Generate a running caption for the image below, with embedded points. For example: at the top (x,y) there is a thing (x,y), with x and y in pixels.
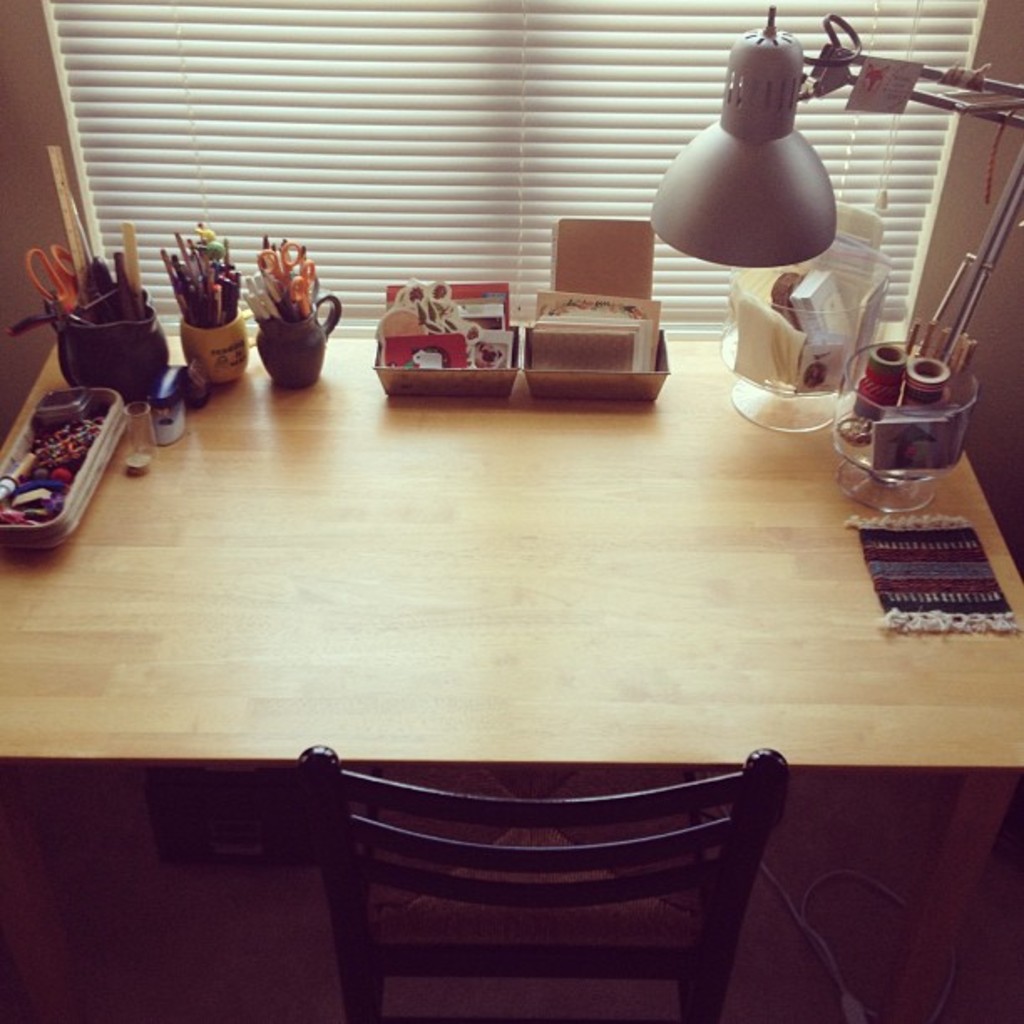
In the center of the image (682,419) there is a table (617,402) on which there are objects (116,310). There is a chair (713,1010). In the background of the image (671,131) there is a window (662,145). There is a wall (997,201).
